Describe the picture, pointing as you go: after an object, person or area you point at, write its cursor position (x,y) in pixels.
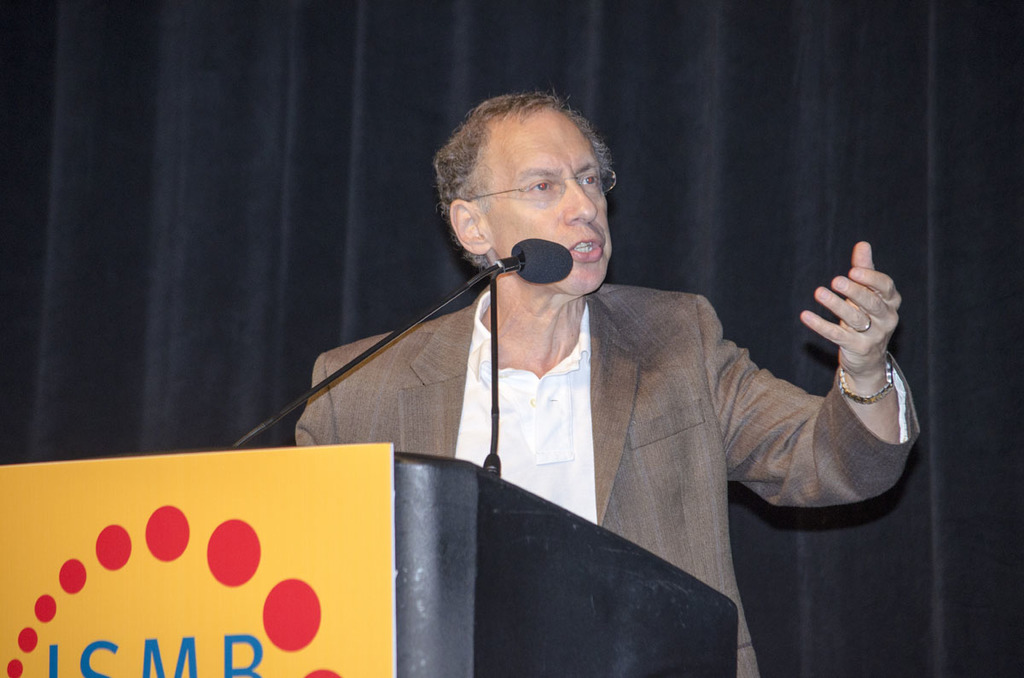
In this picture there is a man (578,390) in the center of the image (670,387) and there is a desk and a mic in front of him, there is black color curtain (626,108) in the background area of the image (699,203).
